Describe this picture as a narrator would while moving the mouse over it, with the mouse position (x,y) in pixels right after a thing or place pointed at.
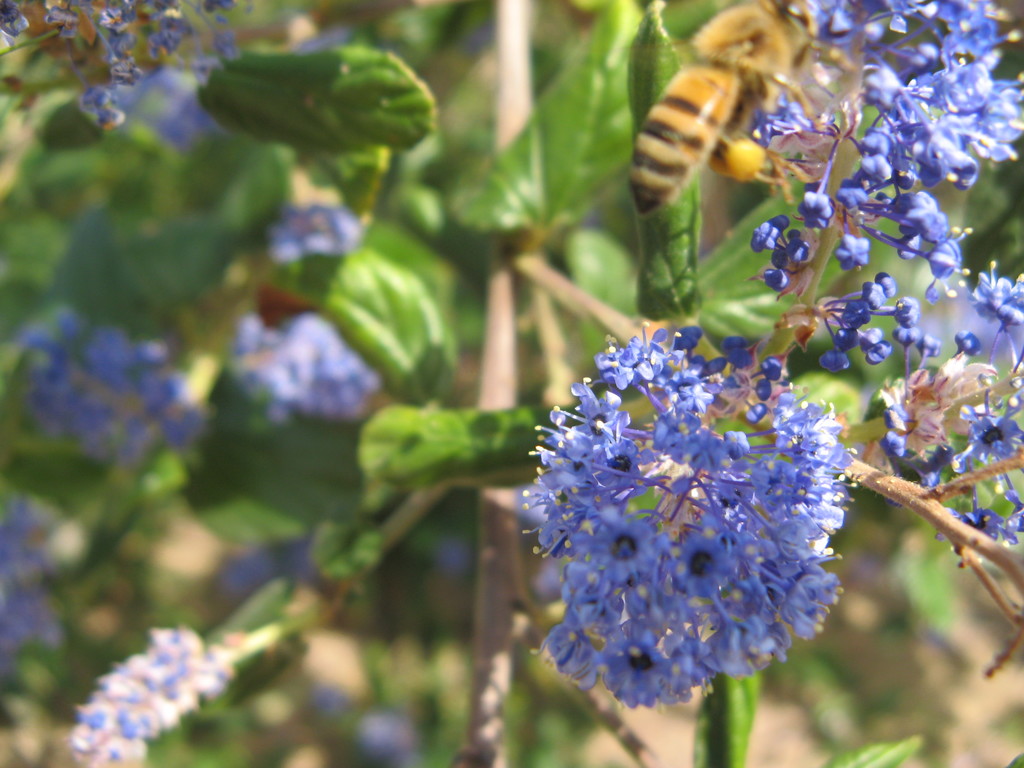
In this image I can see the blue color flowers (645,605) to the plants (380,405). I can see an insect (654,174) which is in brown and black color.
